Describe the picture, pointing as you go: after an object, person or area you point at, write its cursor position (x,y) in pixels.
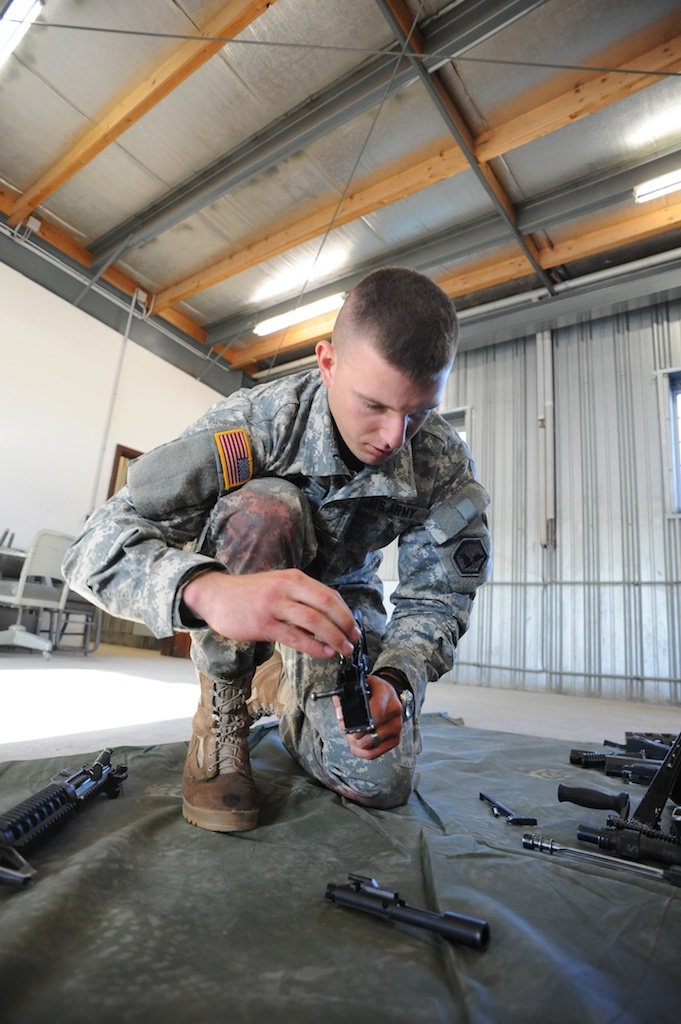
In this image I can see the person (236,487) wearing the military dress (284,531) and holding the weapon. To the side I can see few more weapons (340,903) which are in black color. In the background (65,625) I can see the chairs (93,625). The person (258,478) is inside the shed (180,361).
